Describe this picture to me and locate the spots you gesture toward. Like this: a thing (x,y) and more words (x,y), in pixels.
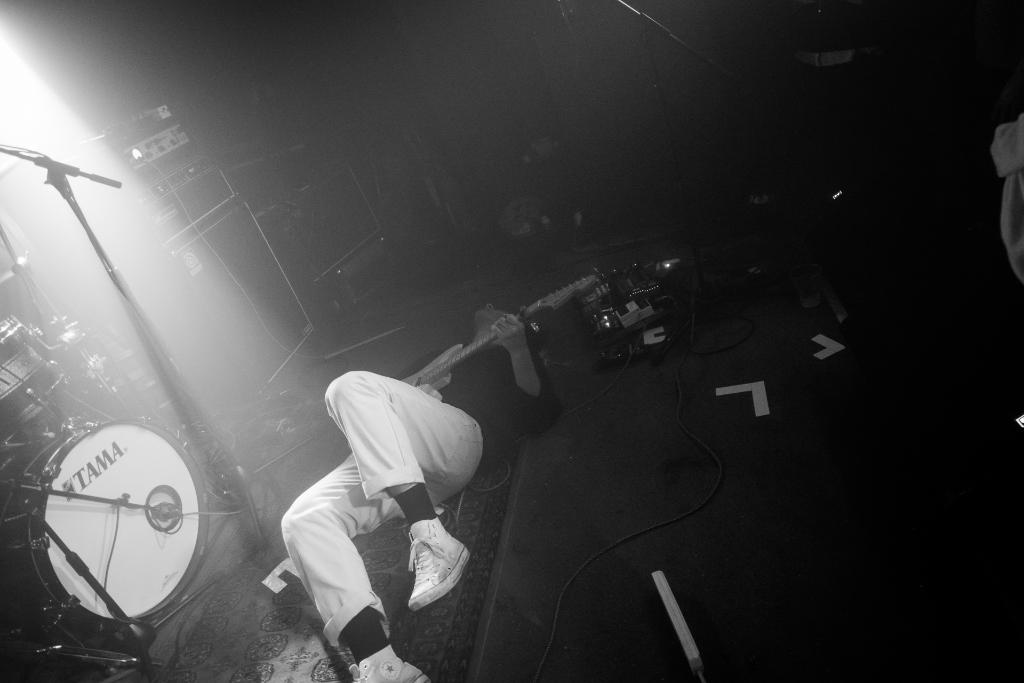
In this black and white picture a person (381,415) is lying on the floor (582,611). He is holding guitar (445,374). Left side (23,576) there is a musical instrument (130,521). Beside there is a mike stand (202,413). Beside to it there are few electrical devices (323,184) and few objects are on the floor (793,487).
